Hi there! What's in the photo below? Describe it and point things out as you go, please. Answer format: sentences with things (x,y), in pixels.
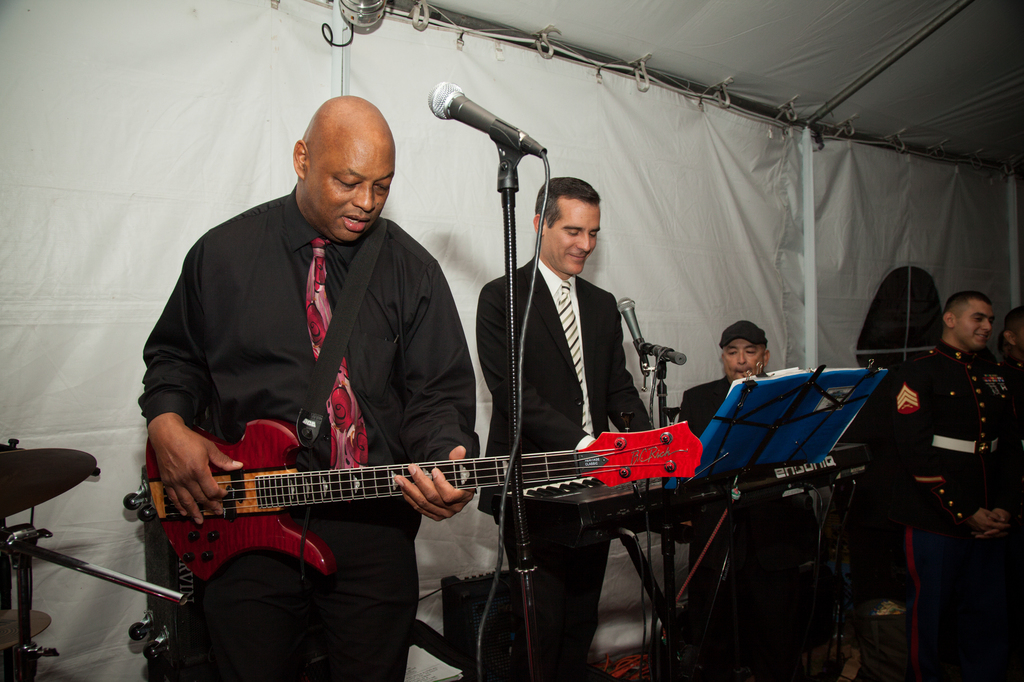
In this picture there is a man (398,337) who is playing guitar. There is another man (569,400) who is playing a piano (594,499). There is person (738,377) who is sitting on the chair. To the right (934,479) there is a man (989,409) who is standing and smiling.
